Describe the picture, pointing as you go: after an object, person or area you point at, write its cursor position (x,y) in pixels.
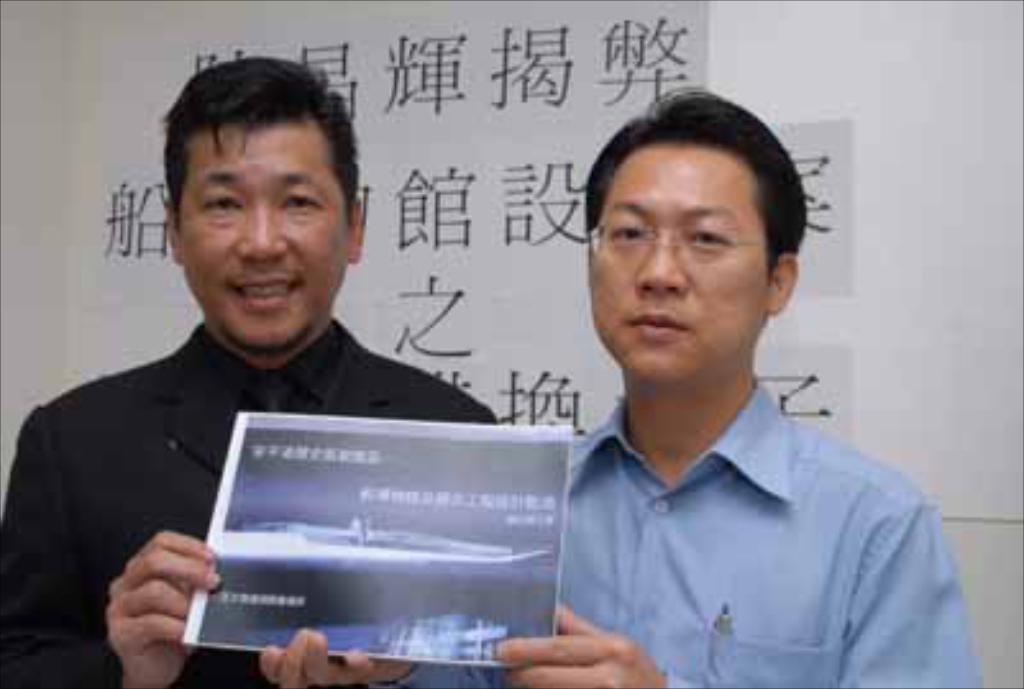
In this image we can see two persons (695,355) and they are holding an object (449,556). There is a pen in the image. There is some text (474,210) behind the people (768,630).
